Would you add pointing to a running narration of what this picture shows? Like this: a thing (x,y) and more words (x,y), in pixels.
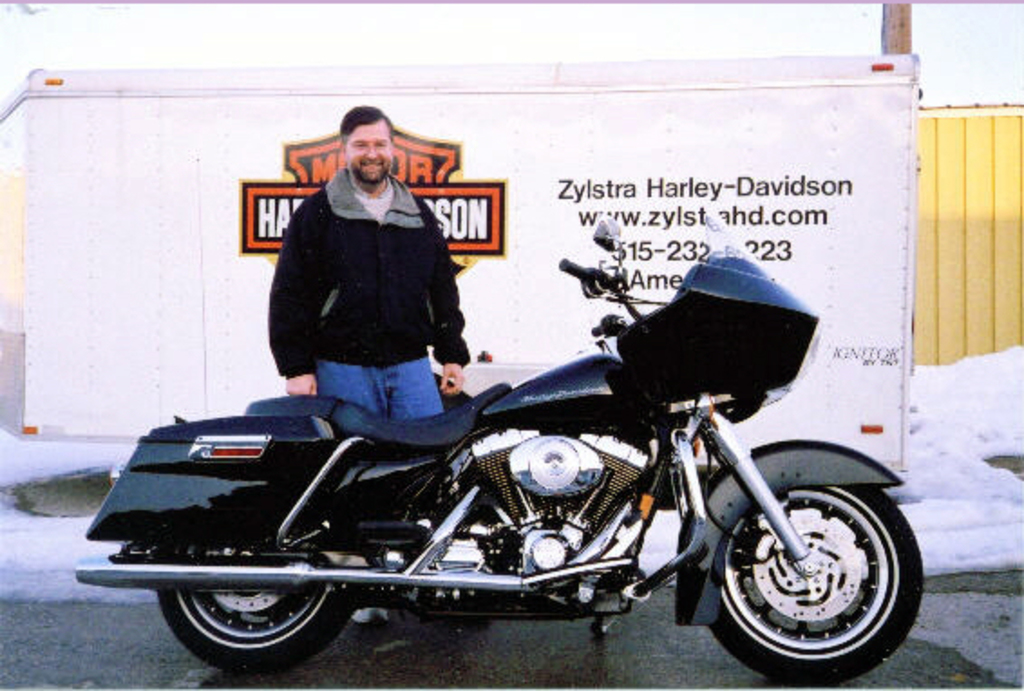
In this image there is a bike (515,565) on a road (540,642), behind the bike (442,443) there is a man (361,328) standing, in the background (886,127) there is a board (850,244), on that board (651,237) there is some text (696,210) and there is snow (954,532).
